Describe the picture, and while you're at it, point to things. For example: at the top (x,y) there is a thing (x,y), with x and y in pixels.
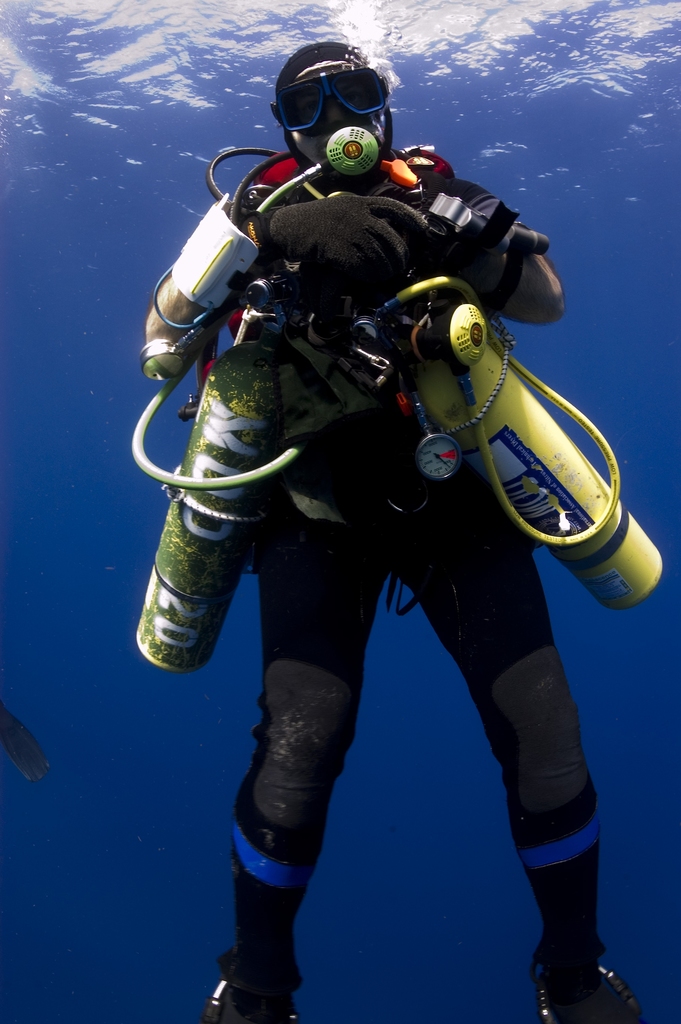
We can see a human (322,510) under the water (191,222) in the middle of this image (301,625).
